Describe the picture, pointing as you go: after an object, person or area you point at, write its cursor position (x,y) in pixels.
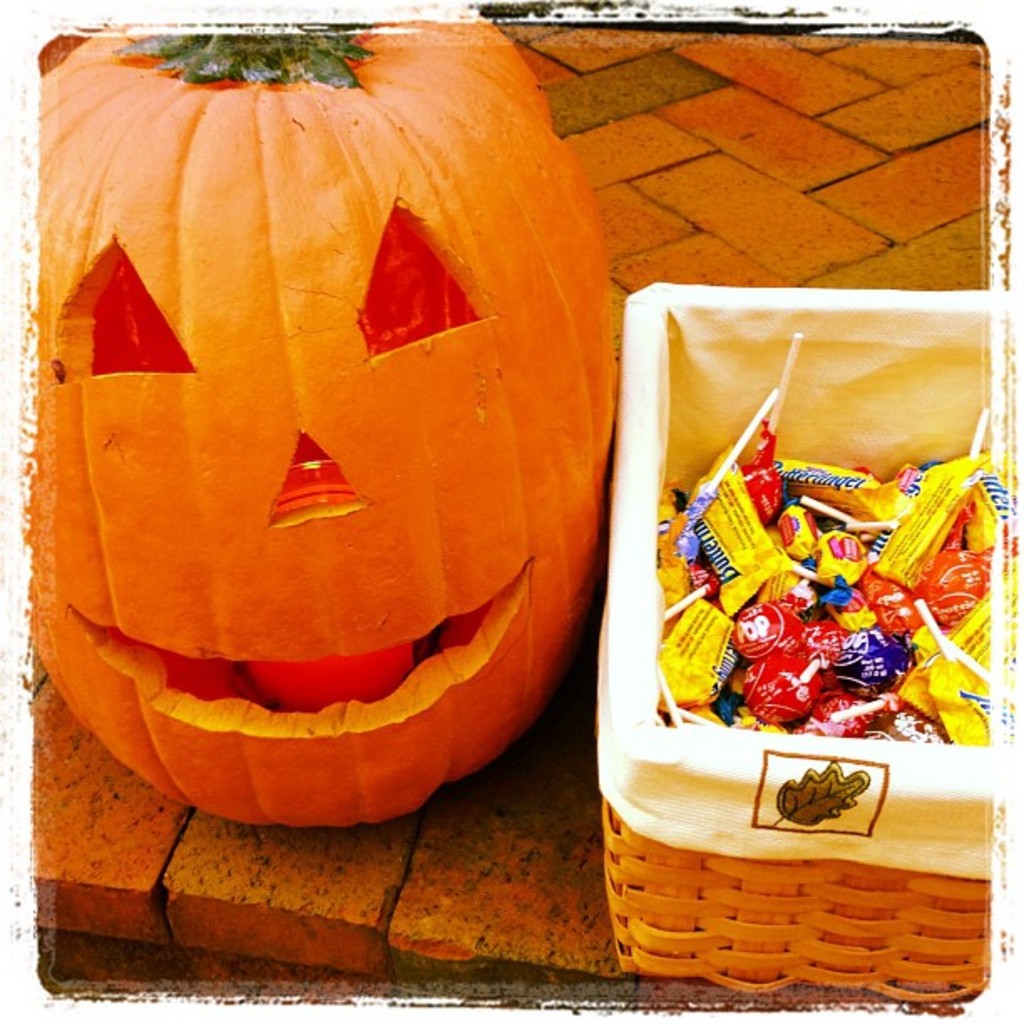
In this image I can see a vegetable (85,494) which is in orange color, right I can see few chocolates (887,555) in the basket (735,854) and the chocolates (756,535) are in multi color.
